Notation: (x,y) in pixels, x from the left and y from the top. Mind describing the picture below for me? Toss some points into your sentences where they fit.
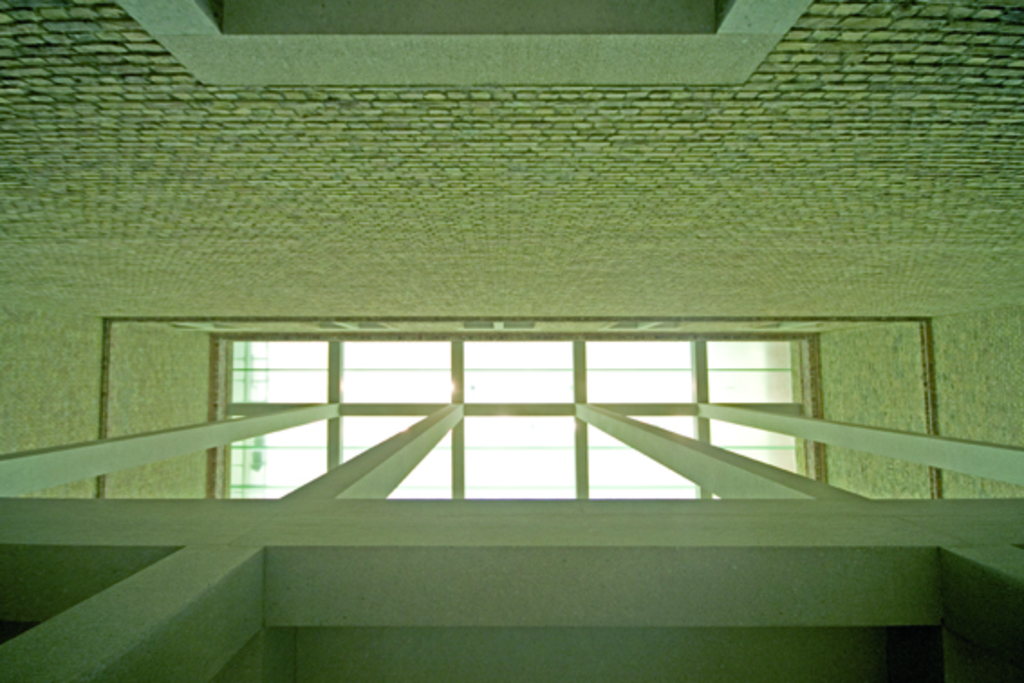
In this image there are pillars (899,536) attached to the glass roof (588,463). Background (334,284) there is a wall (961,90).
